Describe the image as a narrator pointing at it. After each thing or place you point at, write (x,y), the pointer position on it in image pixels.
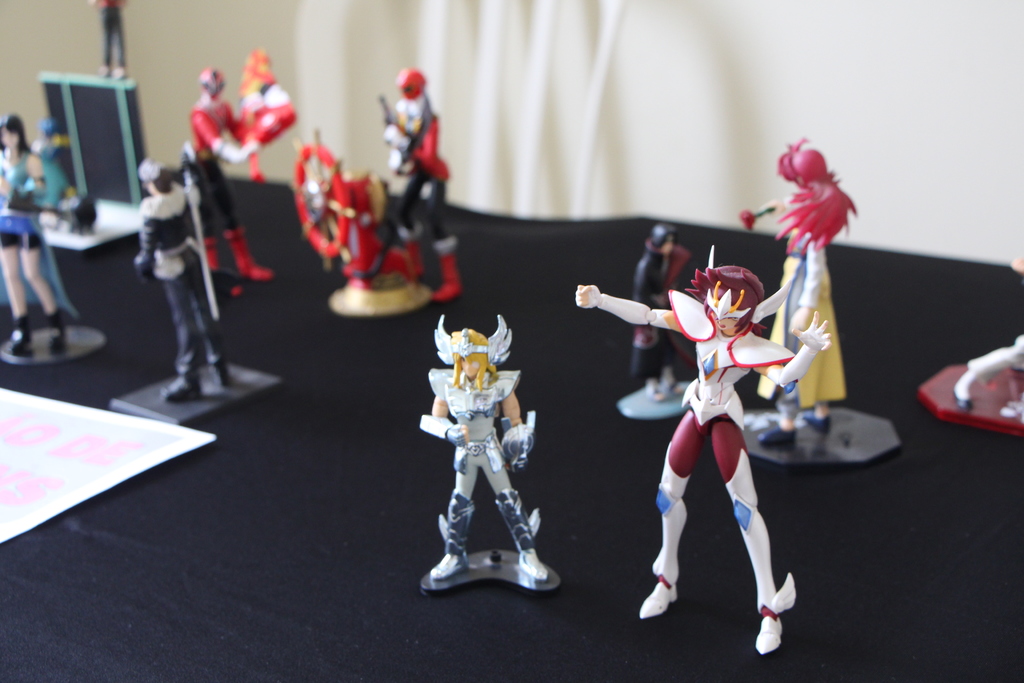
In this picture, we see the animated figurines (652,379) of the man (472,371) and the woman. These figures (246,143) are placed on the table (281,474) or a black color sheet (371,543). These figures (640,609) are in red, black, white, blue and yellow color. On the left side (80,499), we see a chart (80,485) or a poster (12,453) in white color with some text (107,436) written. In the background (367,29), we see a wall (547,123) in white color. This picture is blurred in the background (540,197).
